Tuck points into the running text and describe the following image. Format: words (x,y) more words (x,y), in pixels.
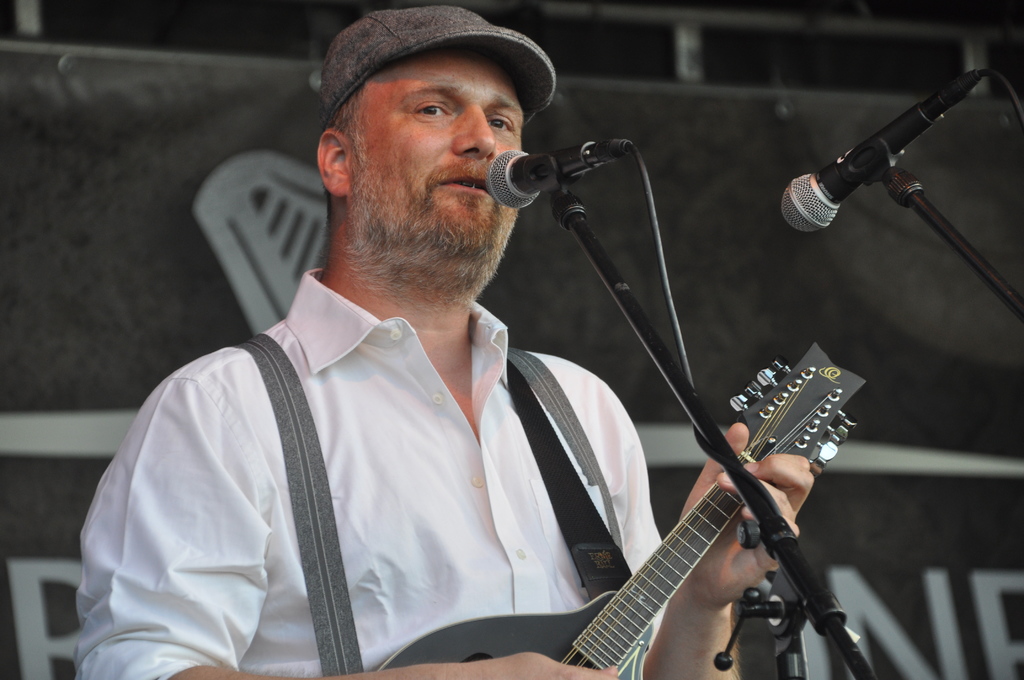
a person (436,526) is holding a guitar (583,620). in front of him there are 2 microphones (818,202).
